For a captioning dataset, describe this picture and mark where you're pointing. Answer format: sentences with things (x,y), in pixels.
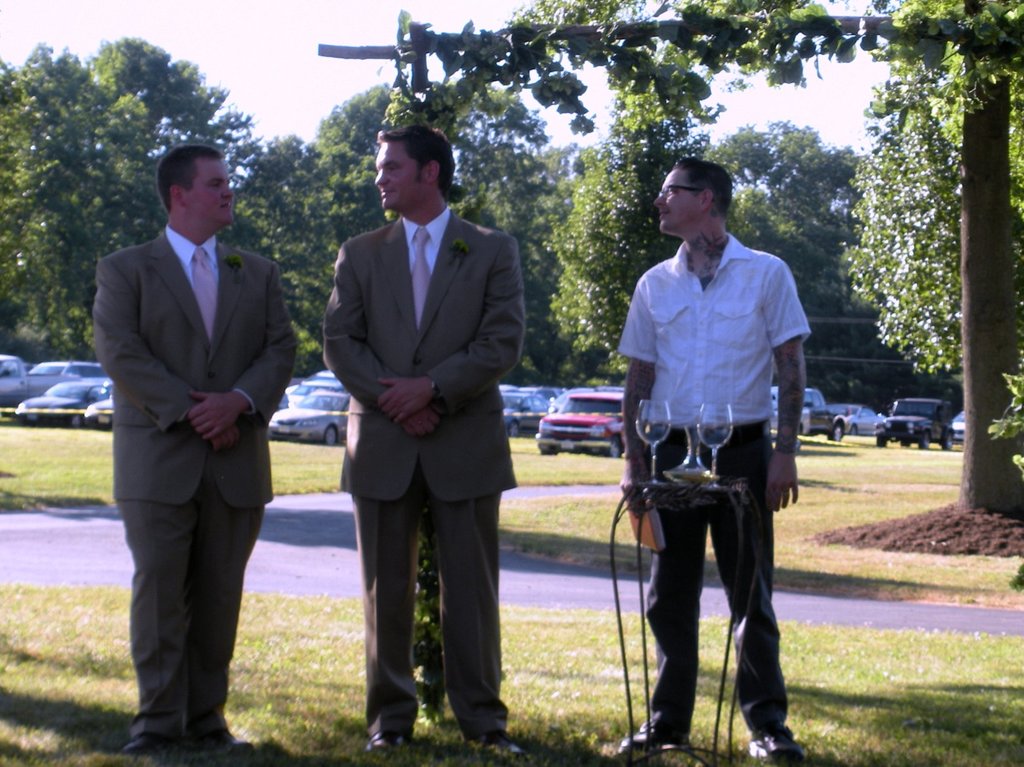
In the image we can see three men (456,278) standing, they are wearing clothes (467,325) and shoes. This person (655,341) is wearing spectacles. There is a table (663,506) on the table (635,501) there are wine glasses (654,458) and a vase (679,475) and there is a liquid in it. This is a grass (936,653), soil (943,512), road (538,575), trees (775,136) and white sky (240,9). We can even see there are many vehicles (818,423).
